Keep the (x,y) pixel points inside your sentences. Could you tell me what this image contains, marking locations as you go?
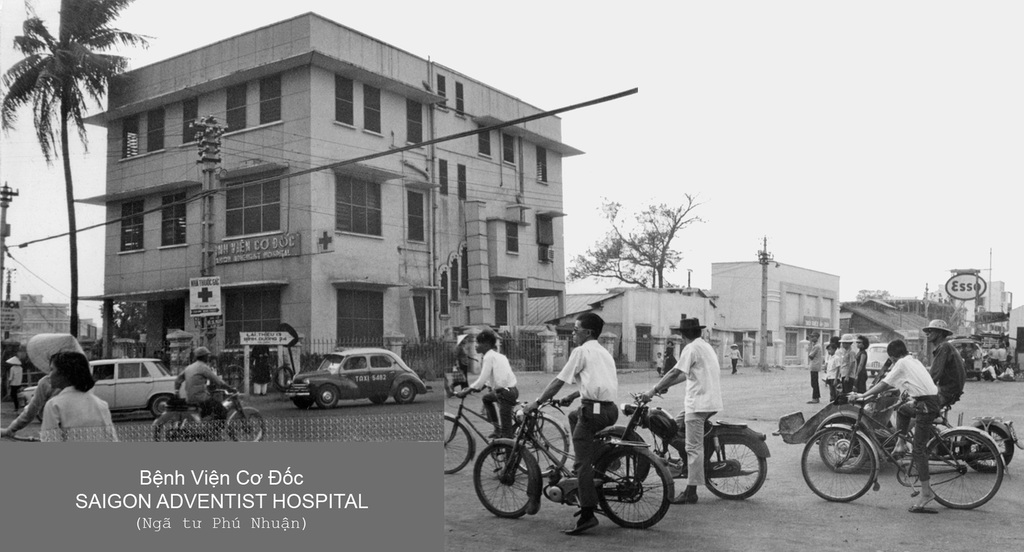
There are group of people (652,391) riding bicycles (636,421) and bikes (719,440) and there are cars (357,372), building (280,267) and trees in front of them.
